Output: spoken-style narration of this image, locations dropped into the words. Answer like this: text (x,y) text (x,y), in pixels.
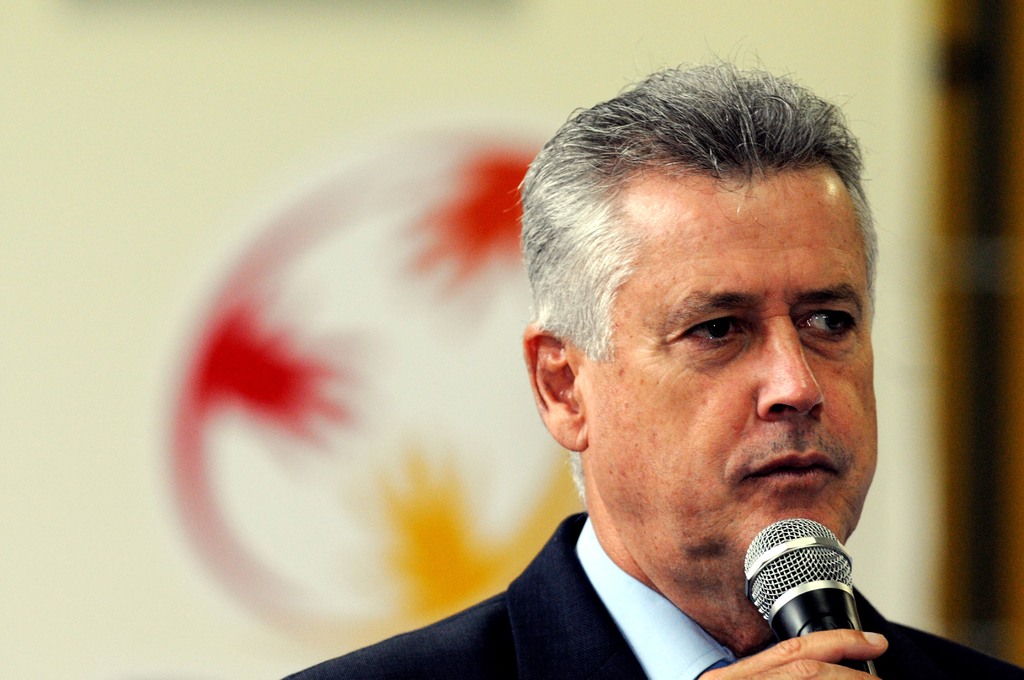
In this image we can see a person (778,482) holding microphone (805,585) in his hand (854,650) and the background (266,404) is blurred.
